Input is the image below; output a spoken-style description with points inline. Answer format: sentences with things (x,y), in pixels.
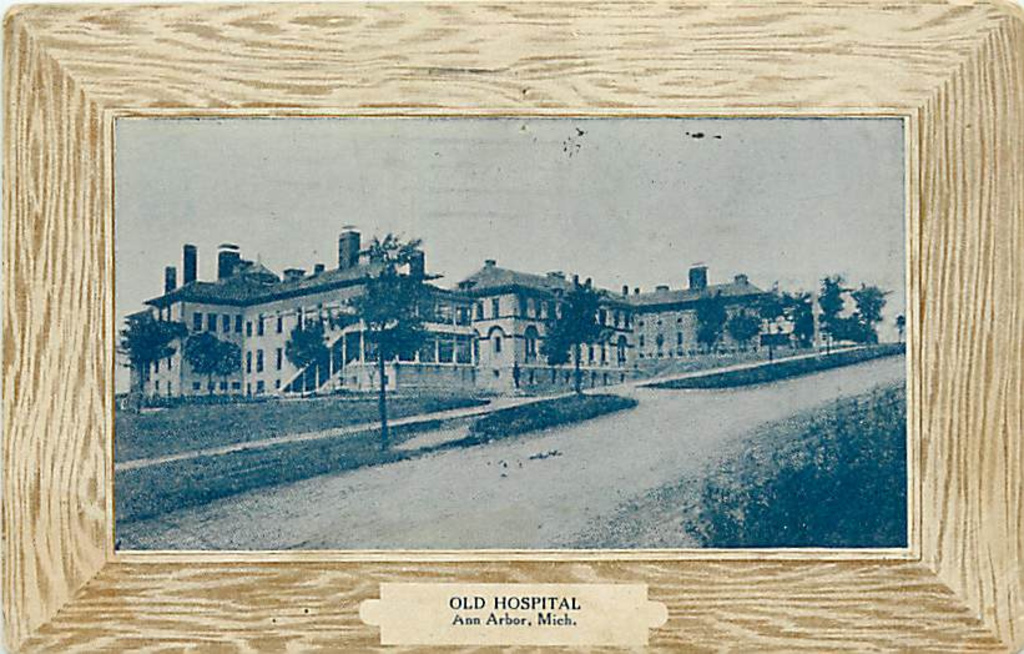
In the image it looks like a photo frame (53,377), there is a picture of a huge hospital (454,346) and around the hospital (252,312) there are many trees (374,346).
